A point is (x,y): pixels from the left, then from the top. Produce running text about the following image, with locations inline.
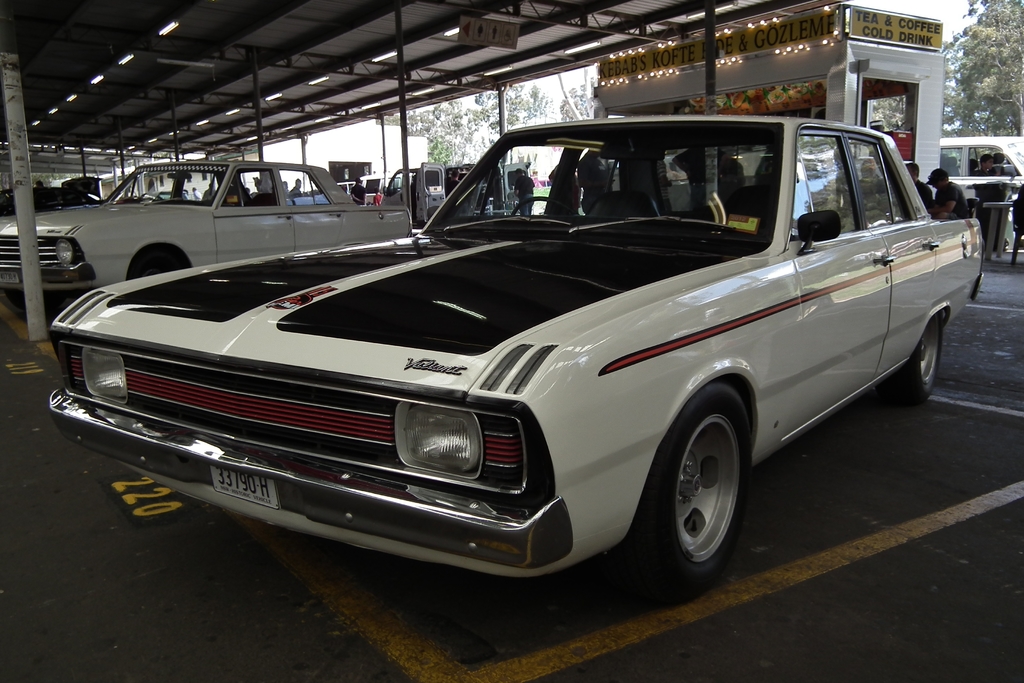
There are many cars (272,237). In the back (753,66) there is a shed (835,74). On that something written. On the ceiling (191,58) there are lights (323,78). In the background (1015,41) there are trees (993,67). Also there are people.
